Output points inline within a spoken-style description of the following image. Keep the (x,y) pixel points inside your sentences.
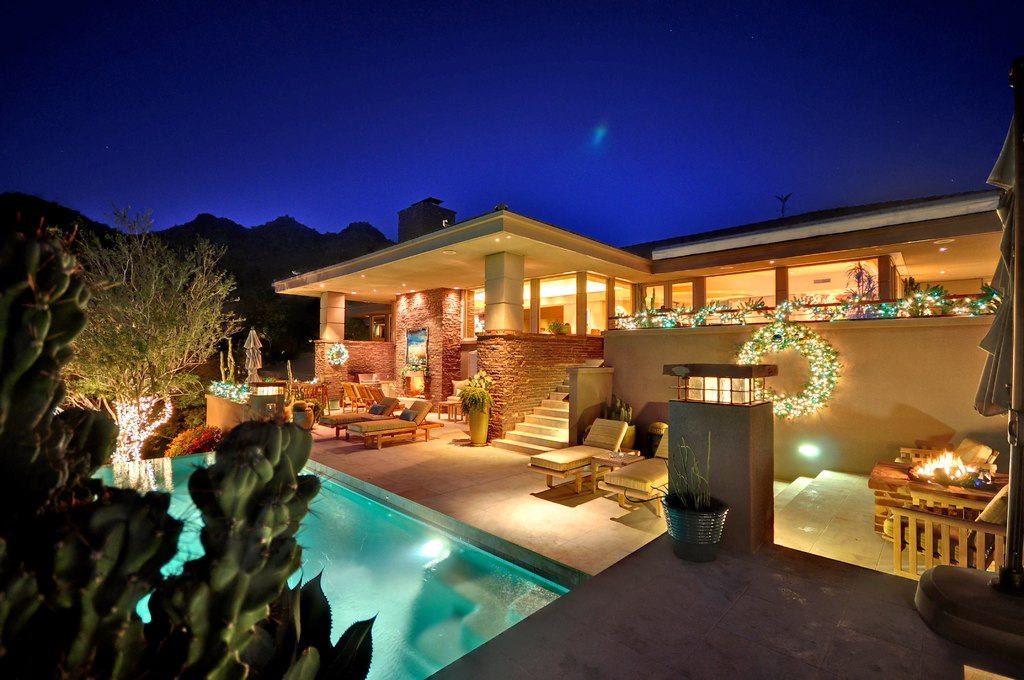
In this image I can see the ground (476,493), the water (387,572), few trees (168,576), few lights (145,416), few stairs (544,437), few beach beds (409,424), few plants (60,292) and a building (533,301). In the background (297,250) I can see few mountains (306,237) and the sky (367,122).
